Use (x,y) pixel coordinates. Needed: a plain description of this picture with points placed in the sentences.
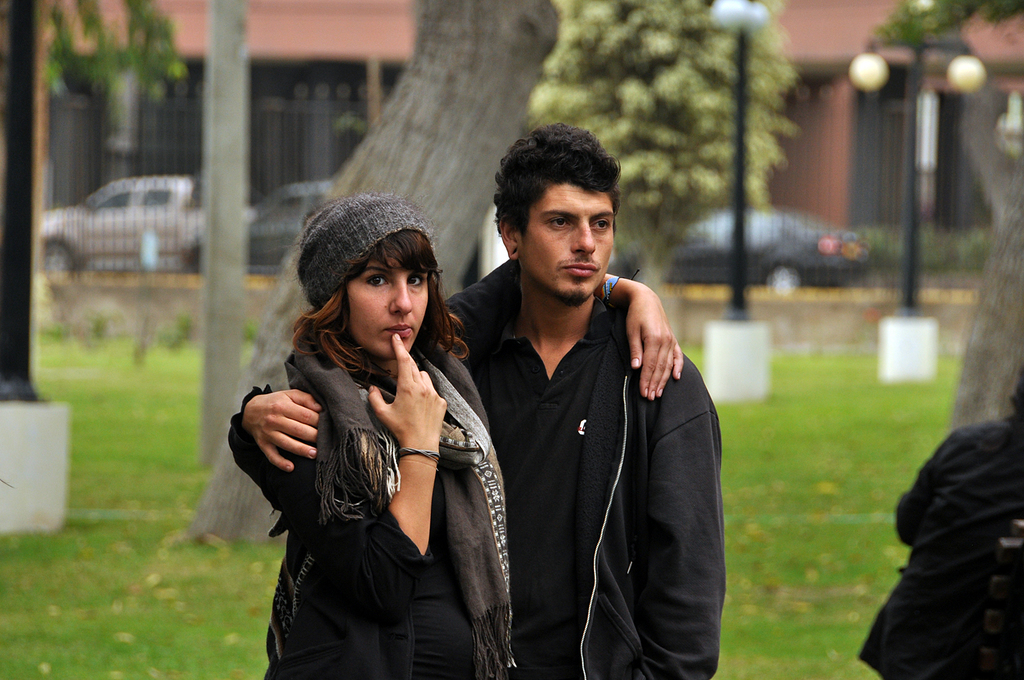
In this image I can see two persons (511,487) standing. The person (715,509) at right (688,426) is wearing black color dress (616,535) and I can see few light poles (741,114), trees (537,31) in green color and the railing (358,144). I can also see few vehicles (795,231) and the building (298,32) is in brown color.
